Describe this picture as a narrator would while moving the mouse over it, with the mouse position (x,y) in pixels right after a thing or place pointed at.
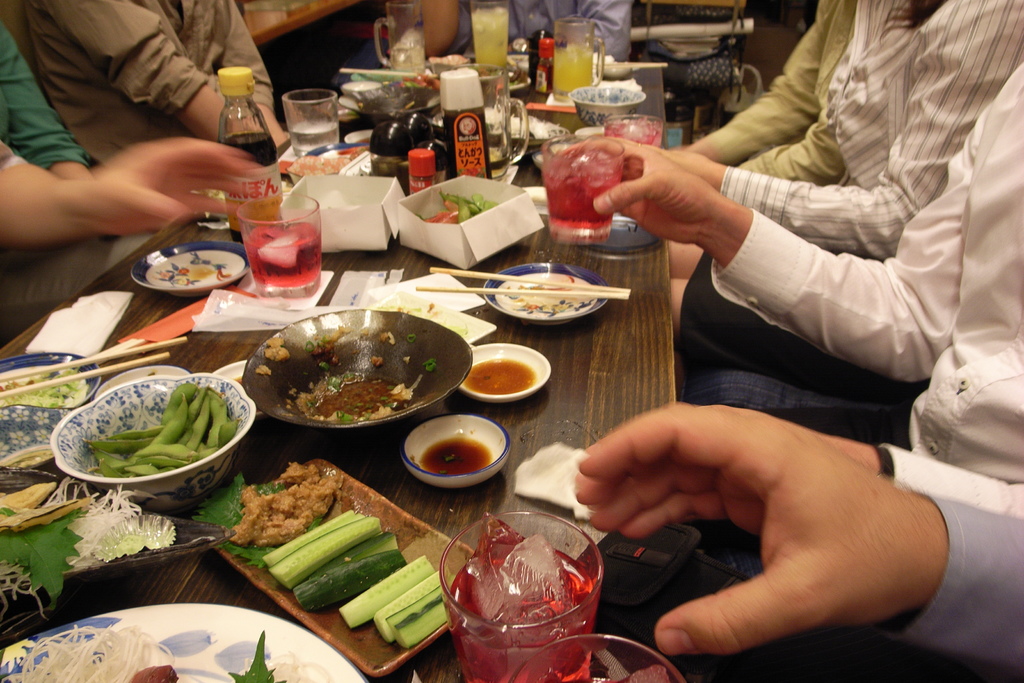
In this image there are group (135,138) of sitting around the table (524,431). There are bowls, plates (203,630), glasses (470,549), chopsticks (524,294), bottle (240,143), tissues (89,340) and food (128,635) on the table (532,449).
